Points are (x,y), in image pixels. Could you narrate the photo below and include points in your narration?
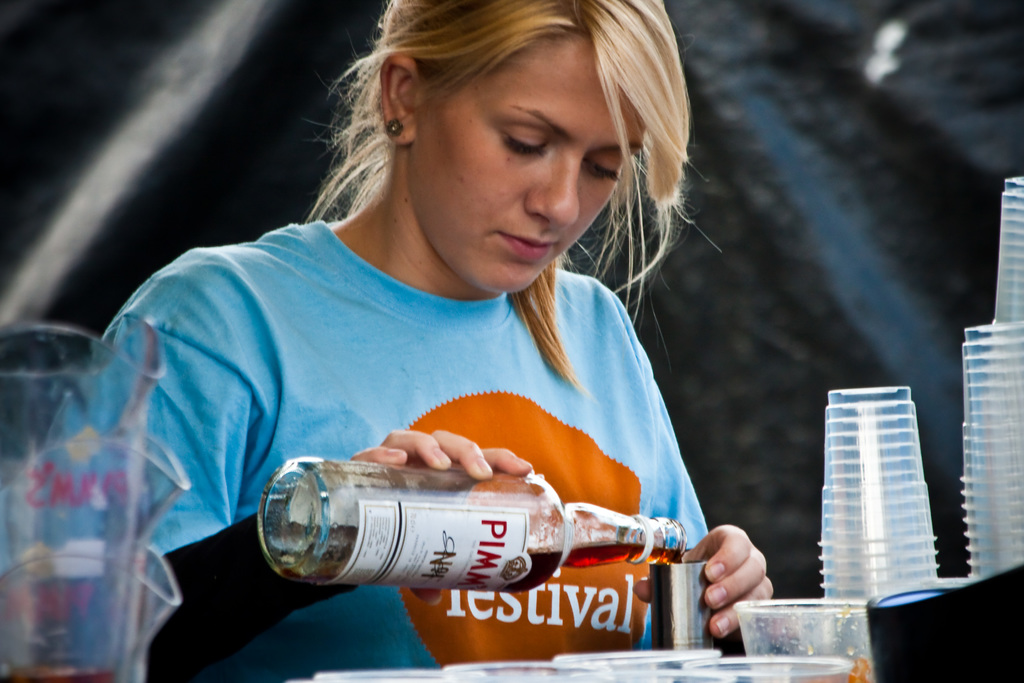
This picture is mainly highlighted with a woman (507,215), wearing a blue colour tshirt (539,396) and she is holding a bottle (468,527) in her hand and pouring a liquid (680,559) into the cup (671,602). Here we can see few glasses (882,525). Her hair (484,49) colour is blonde in colour.
